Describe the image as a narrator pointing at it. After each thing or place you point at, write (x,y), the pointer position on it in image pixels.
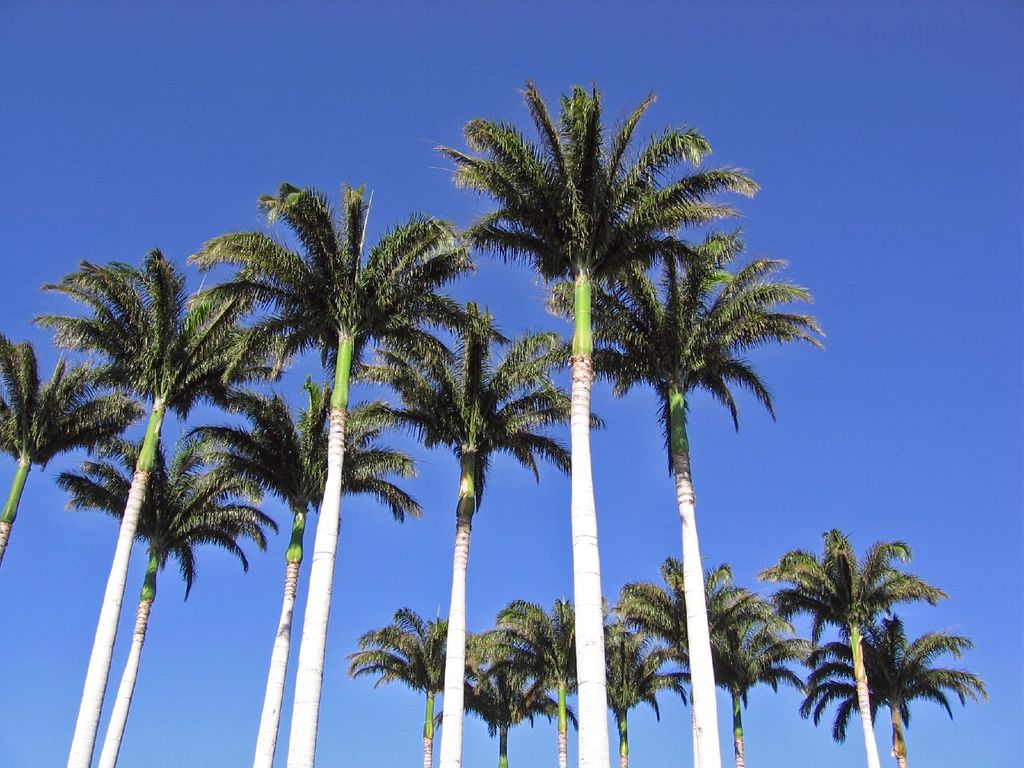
In this picture we can see many coconut trees (578,363). At the top (405,40) there is a sky (346,48).
